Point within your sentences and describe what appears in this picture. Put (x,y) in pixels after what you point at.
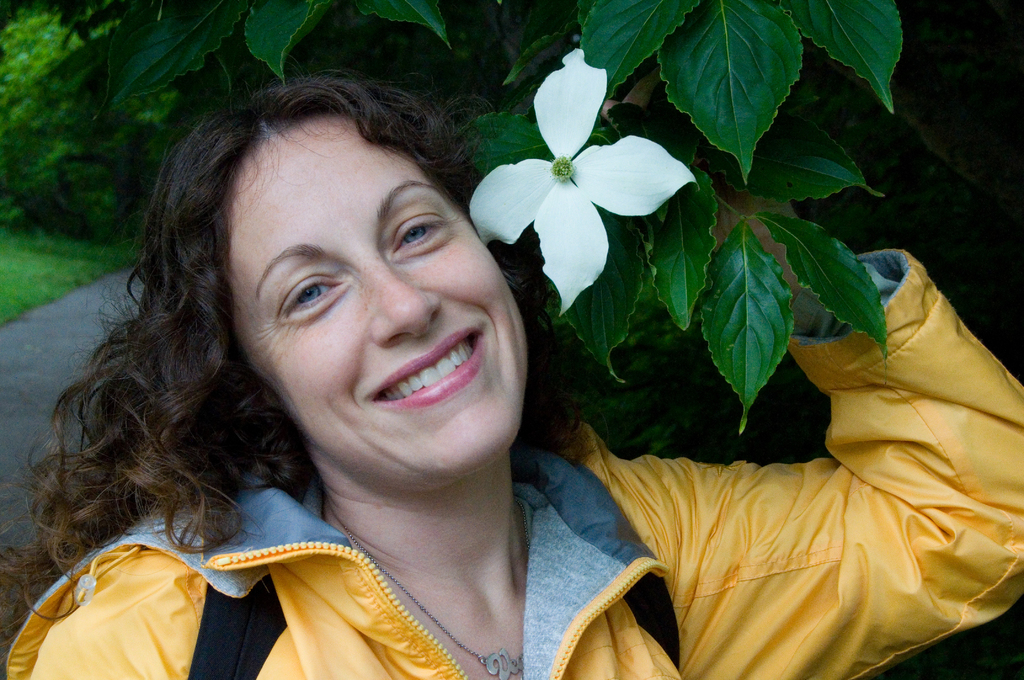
In this picture I can see a woman (334,445) standing and holding a tree branch (637,117) and I can see a flower (526,186) and few leaves (178,40) and I can see another tree (116,109) in the back (16,152) and grass (54,242) on the ground (16,266).
